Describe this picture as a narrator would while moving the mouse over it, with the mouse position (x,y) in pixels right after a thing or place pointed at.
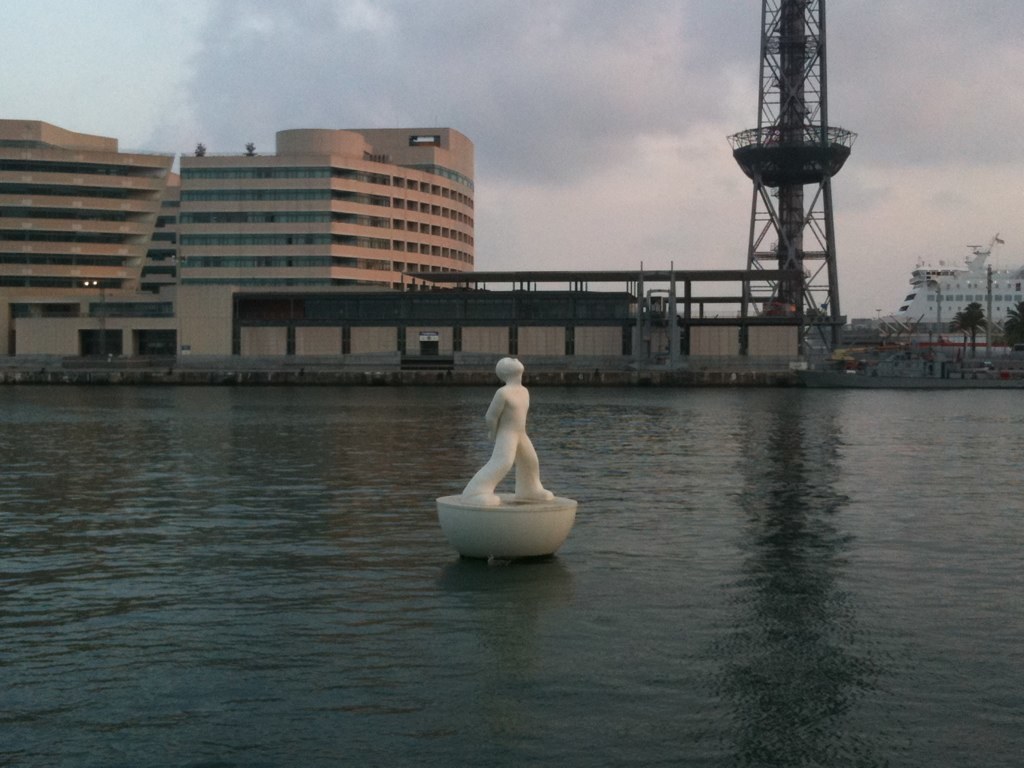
In this image we can see the statue (445,531) in the water (619,559). Here we can see the buildings (391,227), tower (816,326), trees (969,331), ship (998,290) and the cloudy sky (594,119) in the background (545,193).
